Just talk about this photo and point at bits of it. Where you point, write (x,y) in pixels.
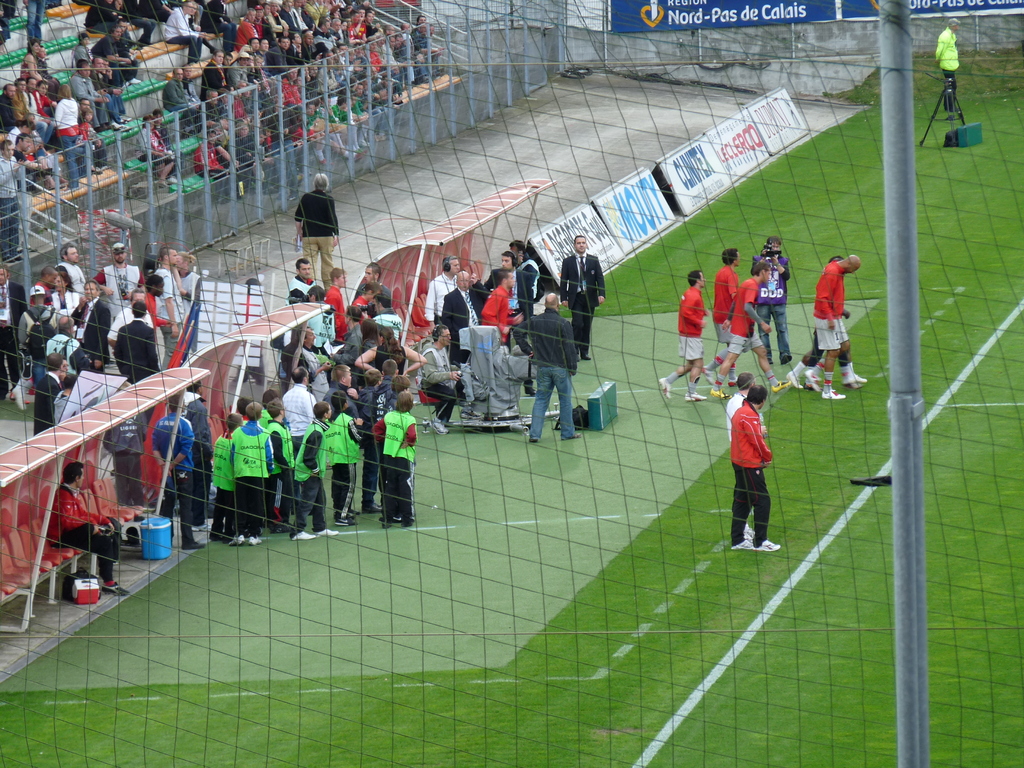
In this picture I can see there are a group of people (733,473) standing here and they are wearing orange and green shirts (831,318) and they are few audience (211,168) sitting here in the chairs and there is a fence (224,100) here and there are banners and a person (941,63) standing here wearing a green coat (947,28).
